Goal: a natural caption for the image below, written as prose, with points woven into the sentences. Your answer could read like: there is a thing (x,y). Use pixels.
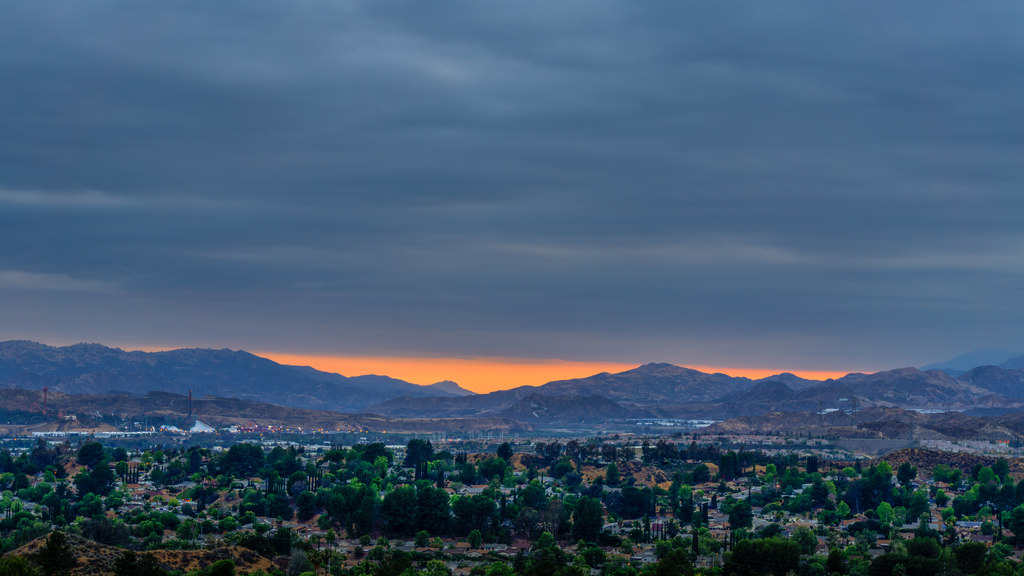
In this image we can see some trees (109,473) and in the background (568,403), we can see the mountains (960,374) and at the top (507,128) we can see the sky (375,121) with clouds (483,156).
